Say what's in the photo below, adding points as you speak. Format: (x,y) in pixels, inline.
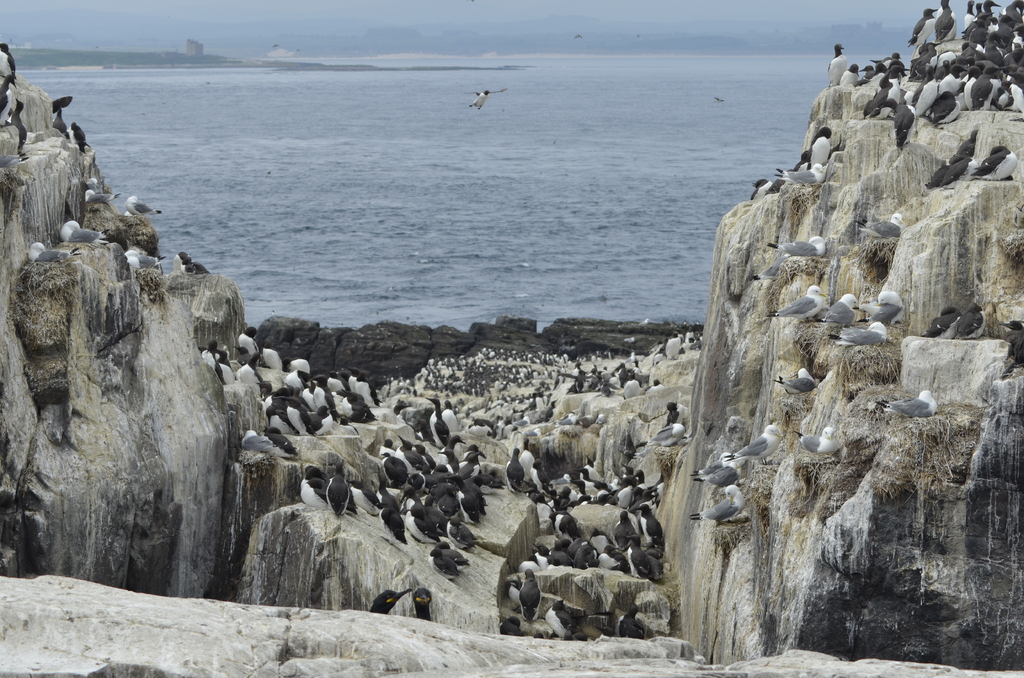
In this picture we can observe number of birds (440,466) on the rocks (583,411). On either sides of this picture we can observe two cliffs (700,356). In the background (334,172) there is an ocean (442,139).
